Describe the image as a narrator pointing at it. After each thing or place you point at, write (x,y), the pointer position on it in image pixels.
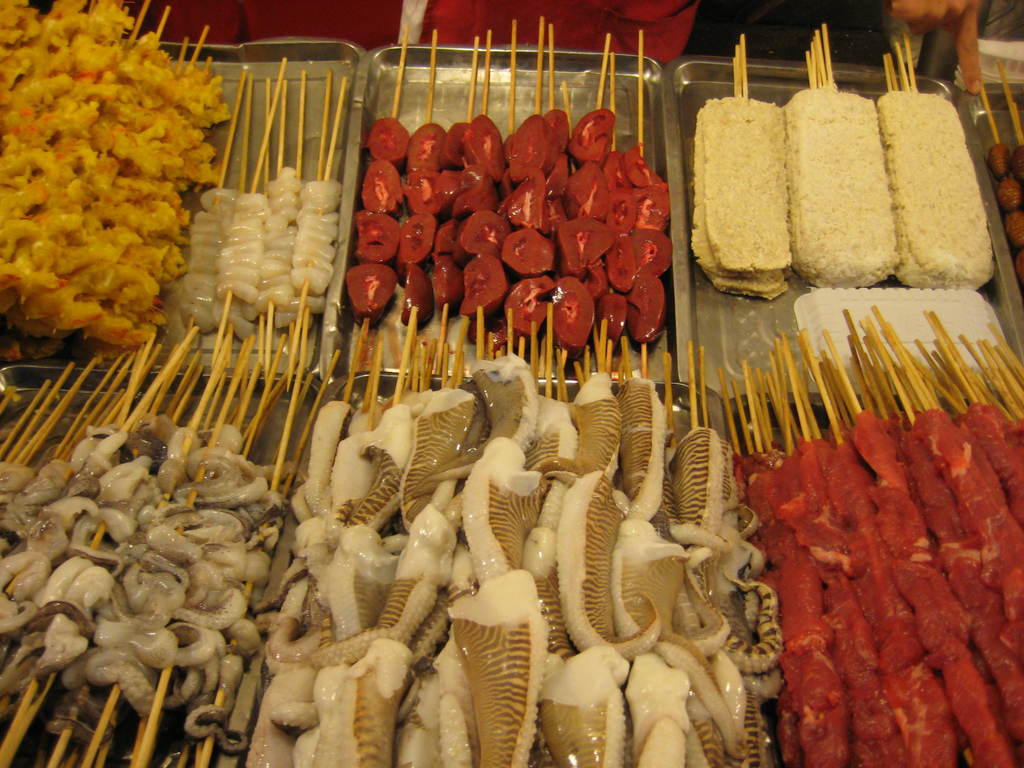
There are non-veg pieces (624,524) that are sticked to the sticks (293,365) and arranged in a stainless plate (681,416).
